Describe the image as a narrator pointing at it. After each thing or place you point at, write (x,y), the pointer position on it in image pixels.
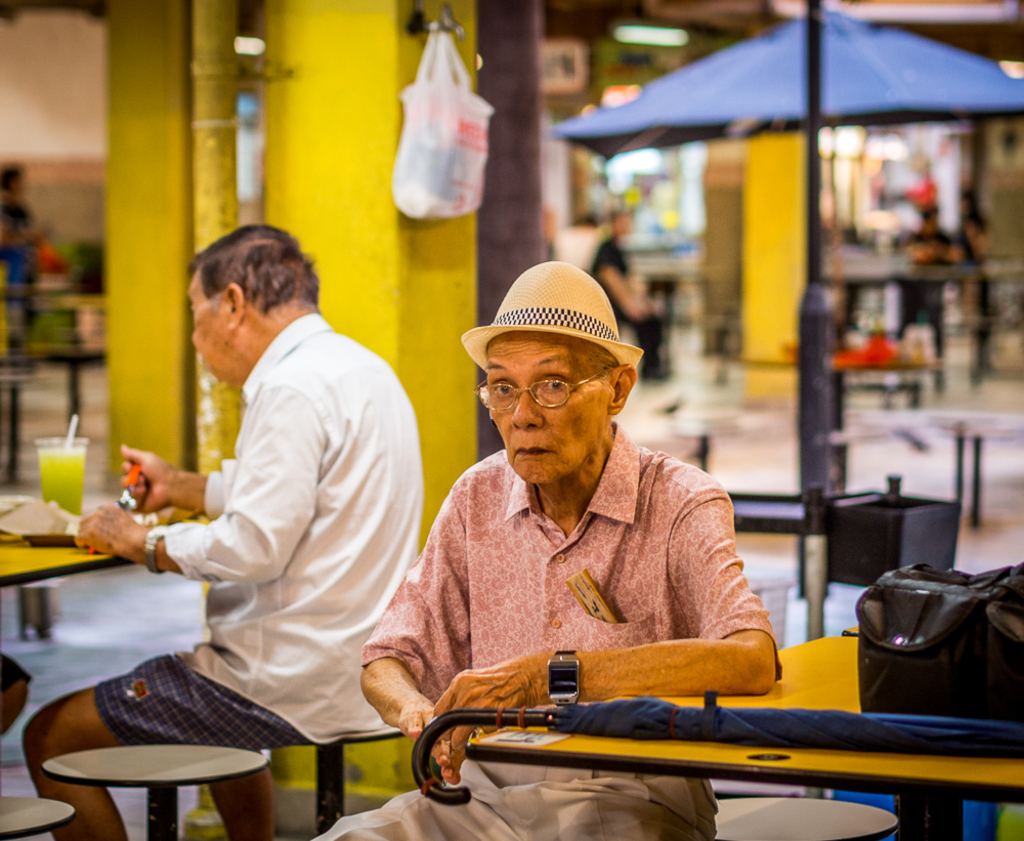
In this image I see 2 men (96,823) who are sitting and there are tables (757,776) in front of them, I can also see there are few things (60,465) on it. In the background (997,202) I see few people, wall (12,66) and they're blurred.
